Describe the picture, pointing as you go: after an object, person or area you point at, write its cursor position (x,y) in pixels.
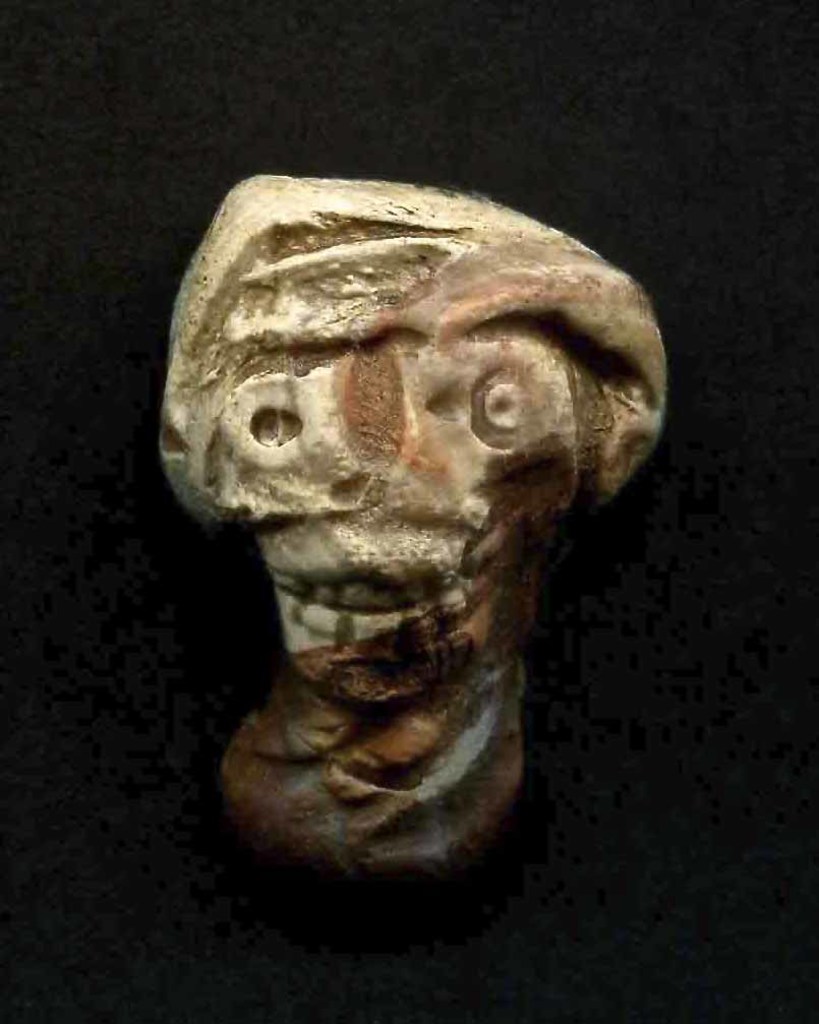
In this image I can see a cream and brown color object (436,402). Background (574,101) is in black color.
